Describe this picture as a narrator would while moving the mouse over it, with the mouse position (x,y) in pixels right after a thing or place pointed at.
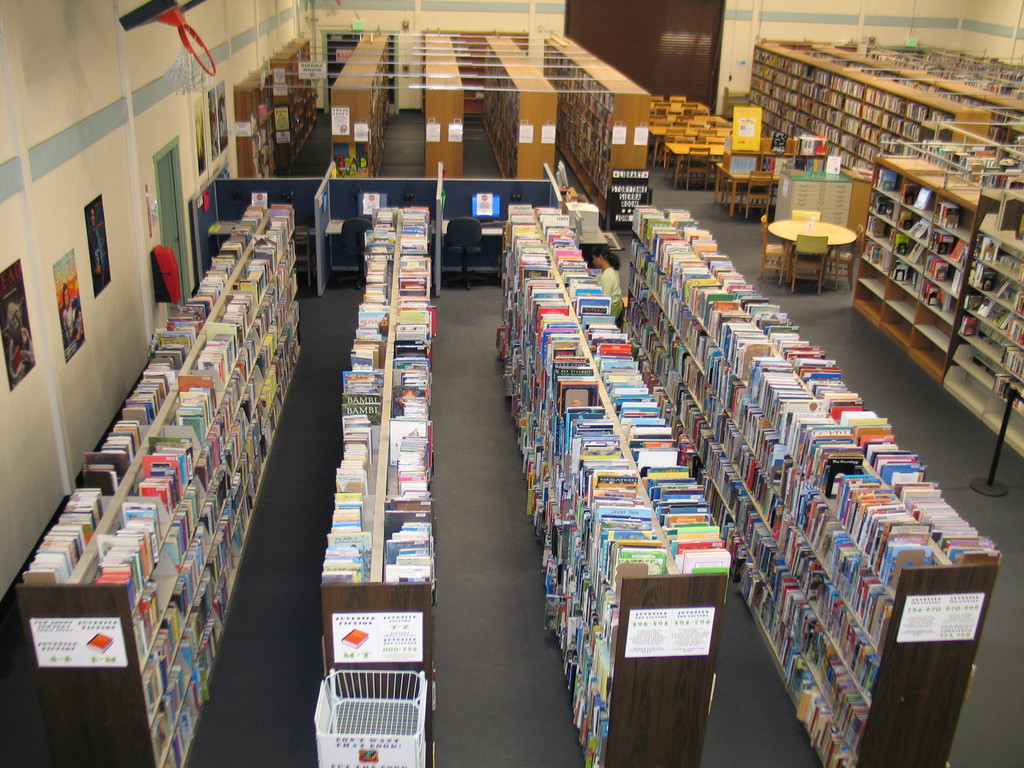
In this image, we can see library (908,237). There are racks (164,427) contains some books (733,490). There are tables (800,233) and chairs (810,245) in front of the wall (681,55).
